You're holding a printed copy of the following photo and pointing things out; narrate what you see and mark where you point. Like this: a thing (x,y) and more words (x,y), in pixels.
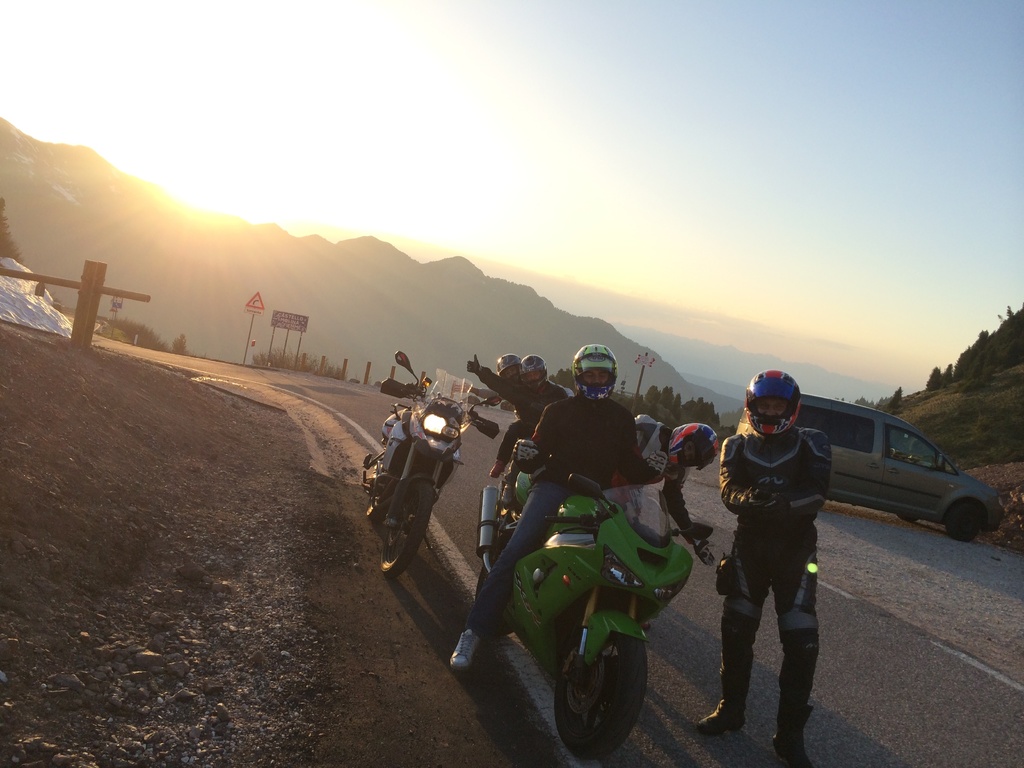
In this image in the center (451,429) there are persons (510,460) standing and there are bikes (434,462). In the background (261,309) there are boards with some text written on it, there are trees (949,366) and mountains (294,295) and there is a car (902,492) and at the top (474,137) there is sky (474,137) and there is sun (306,132) which is visible.
